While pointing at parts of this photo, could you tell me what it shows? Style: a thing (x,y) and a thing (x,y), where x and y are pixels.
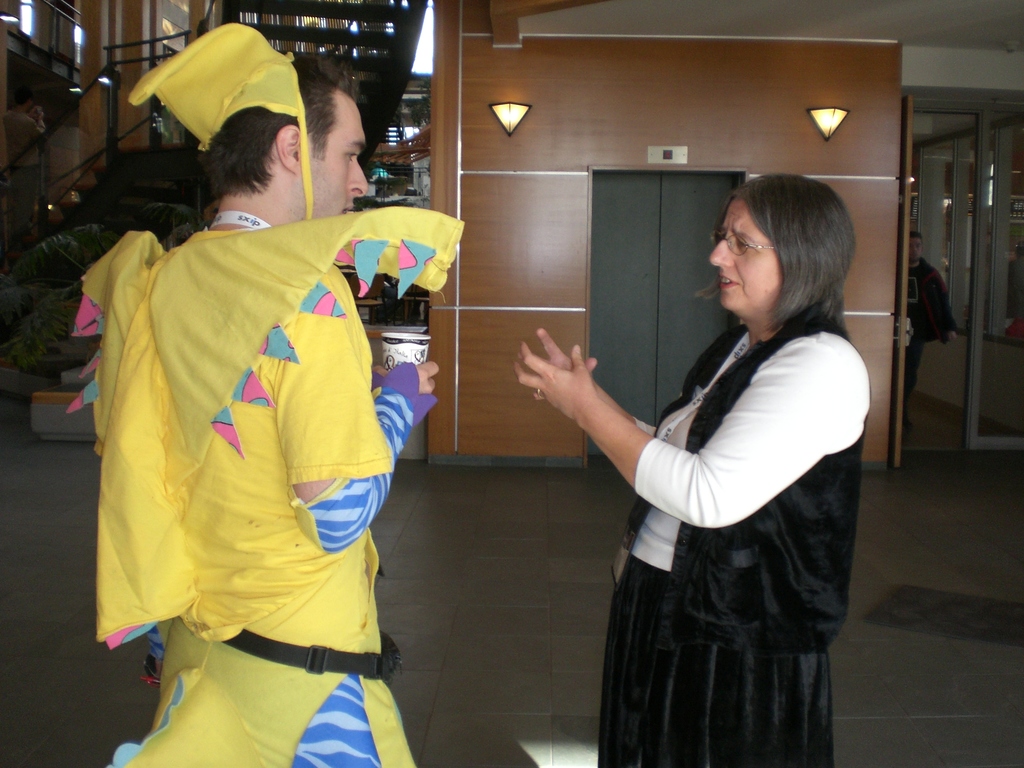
In this picture I can see a man (280,504) in costume (281,455) on the left side (229,423). On the right side (979,353) there is a door (952,328), in the middle (639,440) a woman (735,191) is talking, in the background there are lights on the wall (514,296).
